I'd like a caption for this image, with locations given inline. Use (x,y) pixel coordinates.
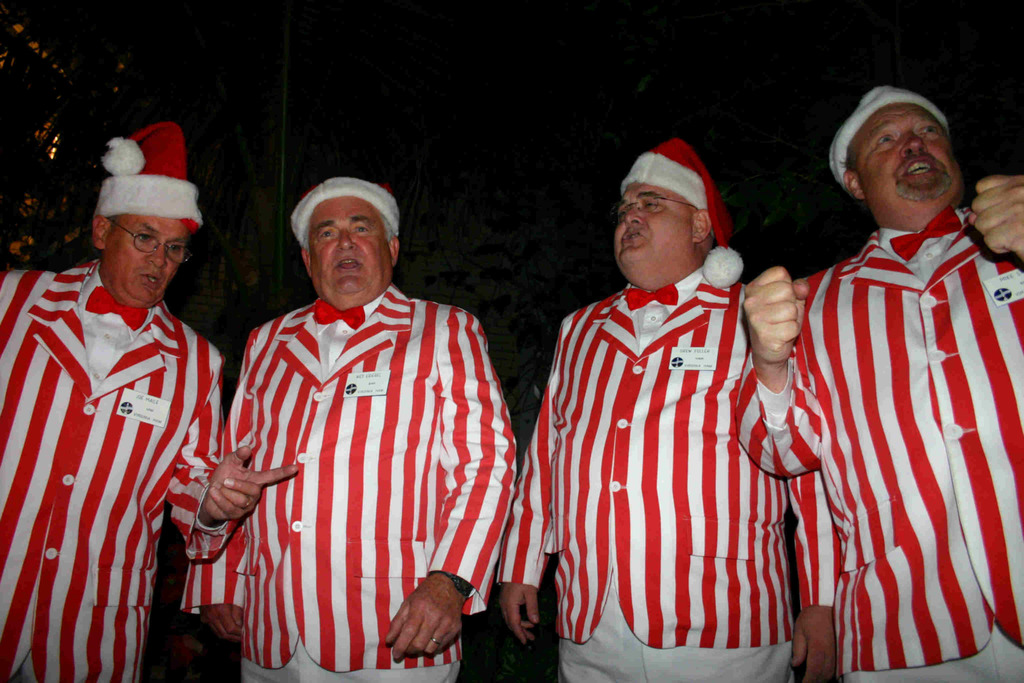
In this picture there are four men (750,301) standing and wearing caps (681,166). In the background of the image (601,141) it is dark.
